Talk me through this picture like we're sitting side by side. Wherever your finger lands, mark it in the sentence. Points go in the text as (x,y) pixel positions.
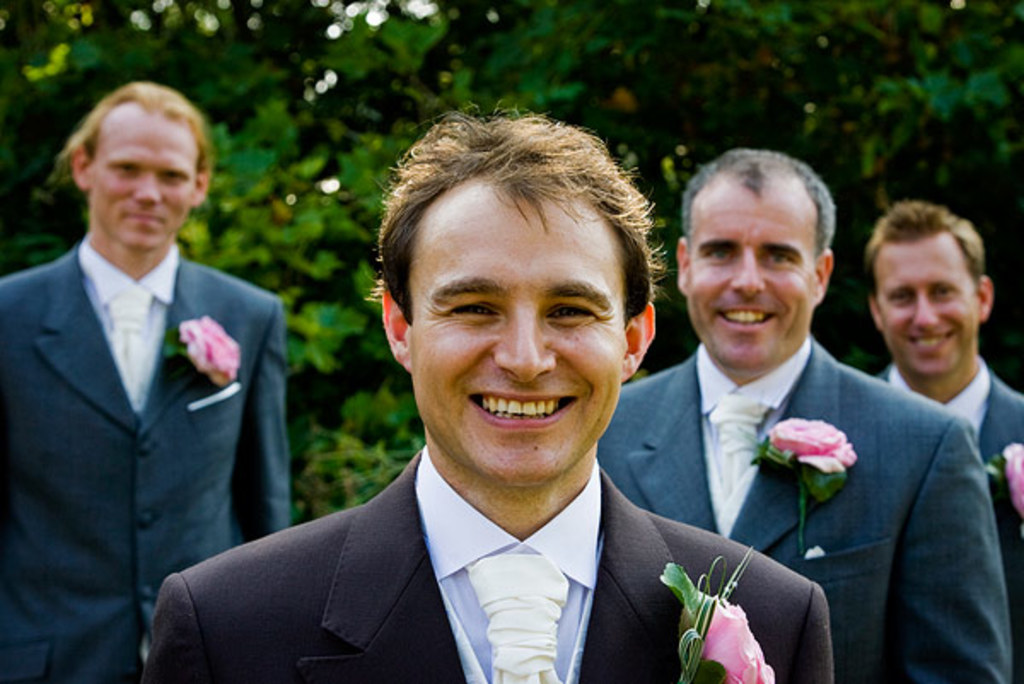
As we can see in the image in the front (157,453) there are four people (267,442) wearing jackets (262,669) and in the background (533,63) there are trees (249,48).
